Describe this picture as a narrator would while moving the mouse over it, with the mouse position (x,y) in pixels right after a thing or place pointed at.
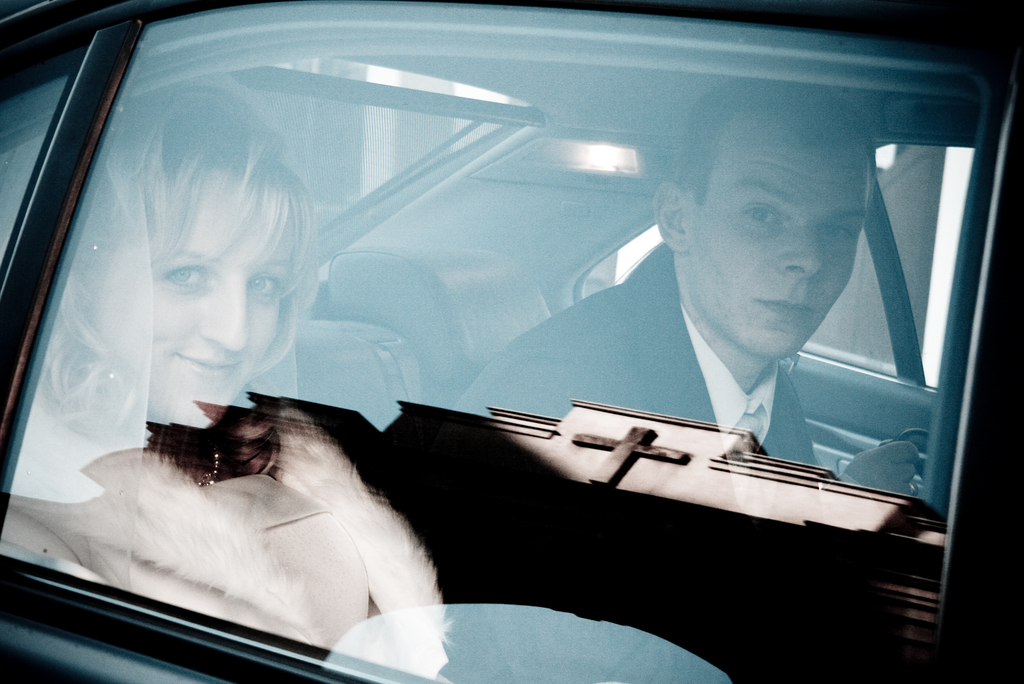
In this picture, we can see a few people (660,394) in vehicle (420,393), we can see car seats (401,319), glass (456,535), and some reflections (594,547) on the glass (477,523).
